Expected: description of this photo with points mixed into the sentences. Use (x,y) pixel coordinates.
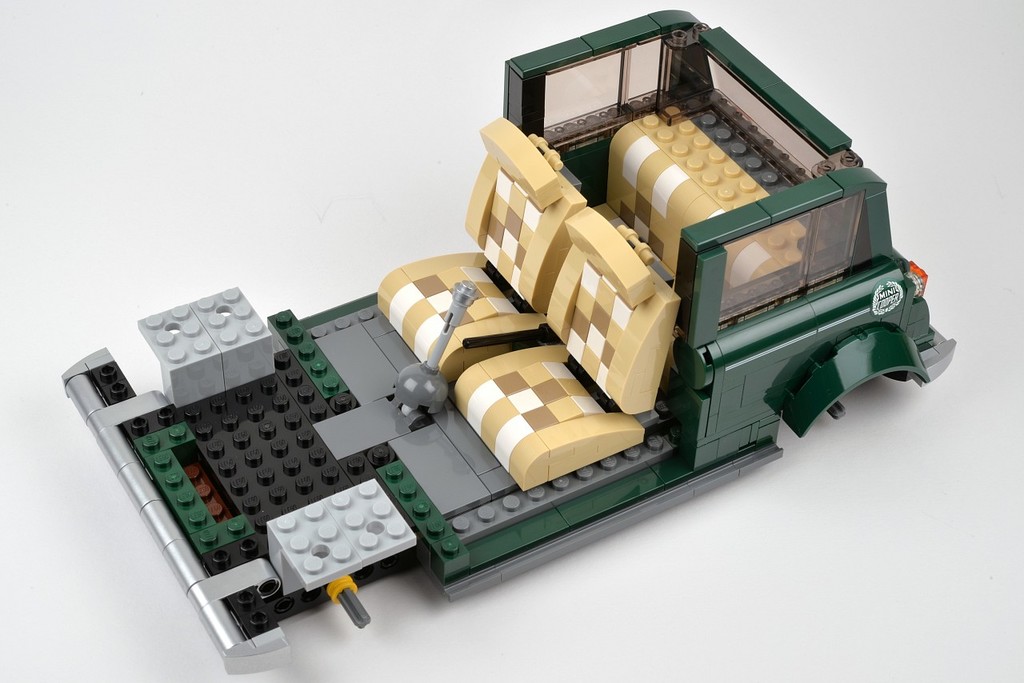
In this image, we can see a toy car (166,454) on white background.
